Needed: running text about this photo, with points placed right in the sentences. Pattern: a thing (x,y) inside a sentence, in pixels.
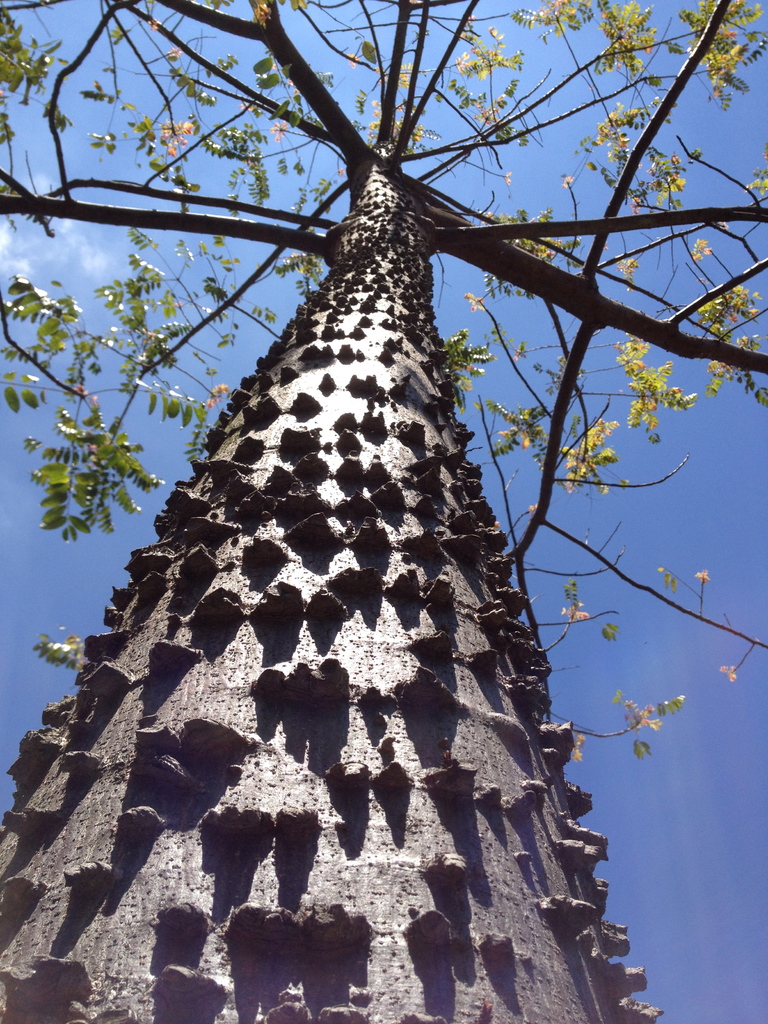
In this image I can see the tree (291,219) in green color, background (586,632) the sky (45,247) is in blue and white color.
